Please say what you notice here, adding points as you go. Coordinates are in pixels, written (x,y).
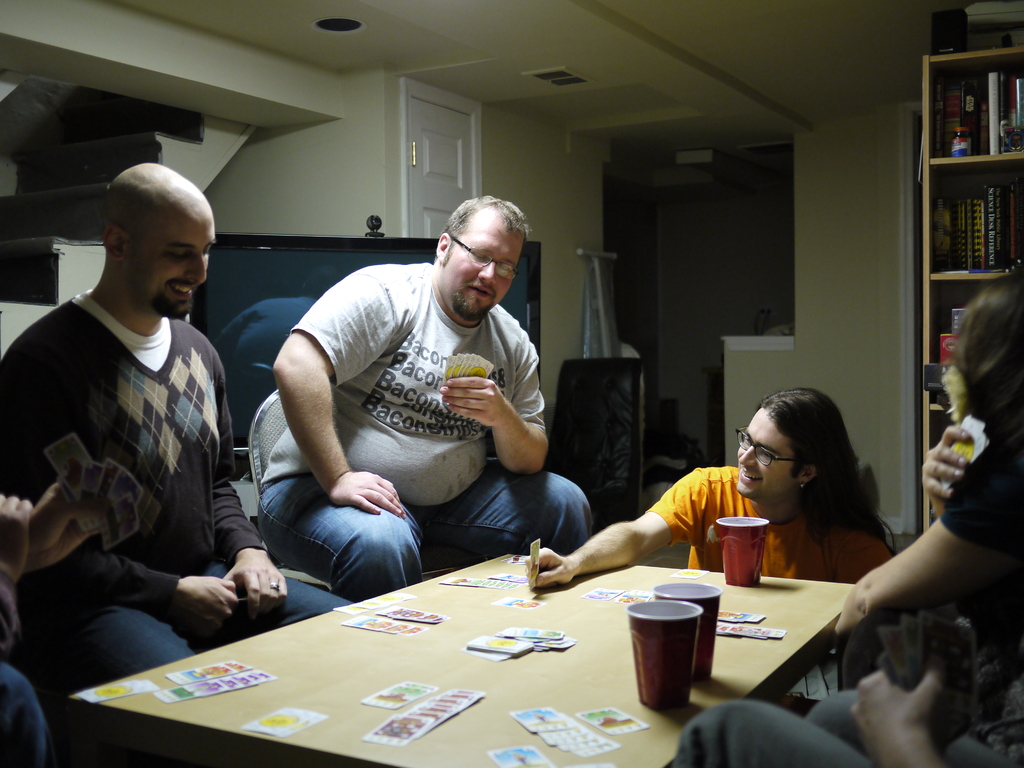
It is a closed room (901,368) nearly four five people (280,552) are there playing cards (544,719). One table (502,717) is present in front of them on that table (614,691) cups (644,663) and cards (450,707) are there, behind a fat person (306,407) a screen (301,262) is there, behind them stairs (74,221) are there. We can see a wooden shelf (931,149) with number of books (951,242). One person (831,471) is sitting on the floor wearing glasses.
